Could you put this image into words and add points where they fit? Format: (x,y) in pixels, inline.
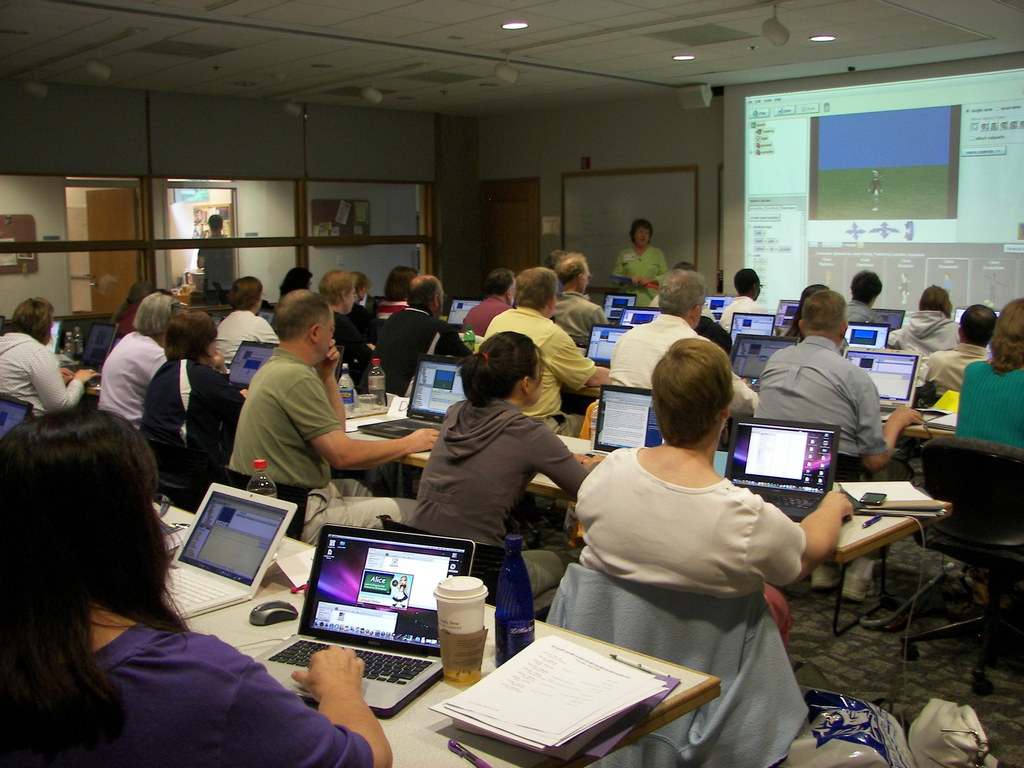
In the picture we can see a class room (813,584) with some men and women (48,528) near the tables (440,753) and on it we can see laptops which are opened and they are working on it and in front of them we can see a woman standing and explaining something to them and behind her we can see a screen (971,125) to the wall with some information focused on it to the ceiling (53,13) we can see some lights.
